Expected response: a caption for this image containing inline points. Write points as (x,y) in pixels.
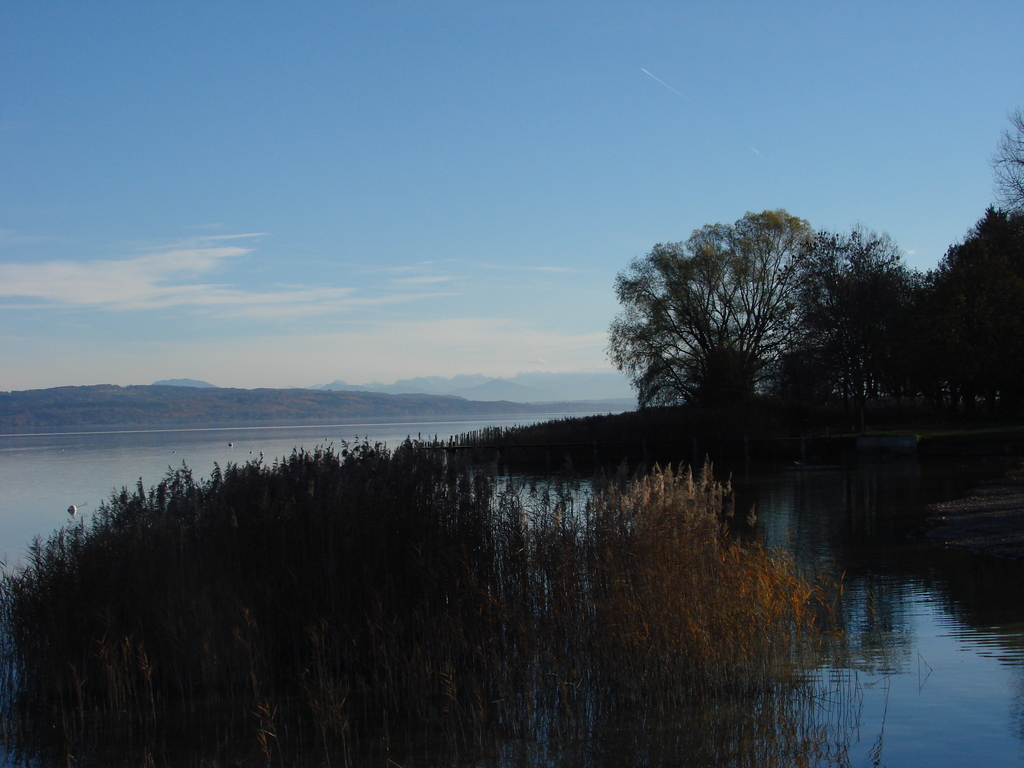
In this picture there are trees (858,397) at the right side of the image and there is water (50,459) in the center of the image (374,434).
